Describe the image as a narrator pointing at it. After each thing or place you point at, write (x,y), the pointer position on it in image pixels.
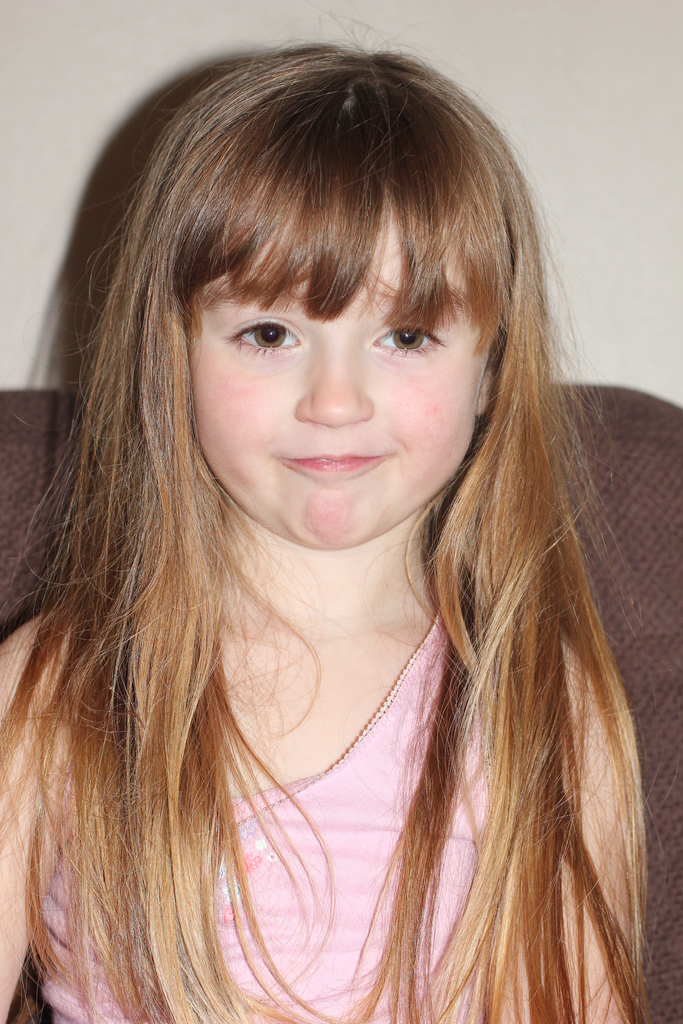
This is the picture of a girl (415,591) in pink dress (337,1004) who is sitting on the sofa (666,531).
